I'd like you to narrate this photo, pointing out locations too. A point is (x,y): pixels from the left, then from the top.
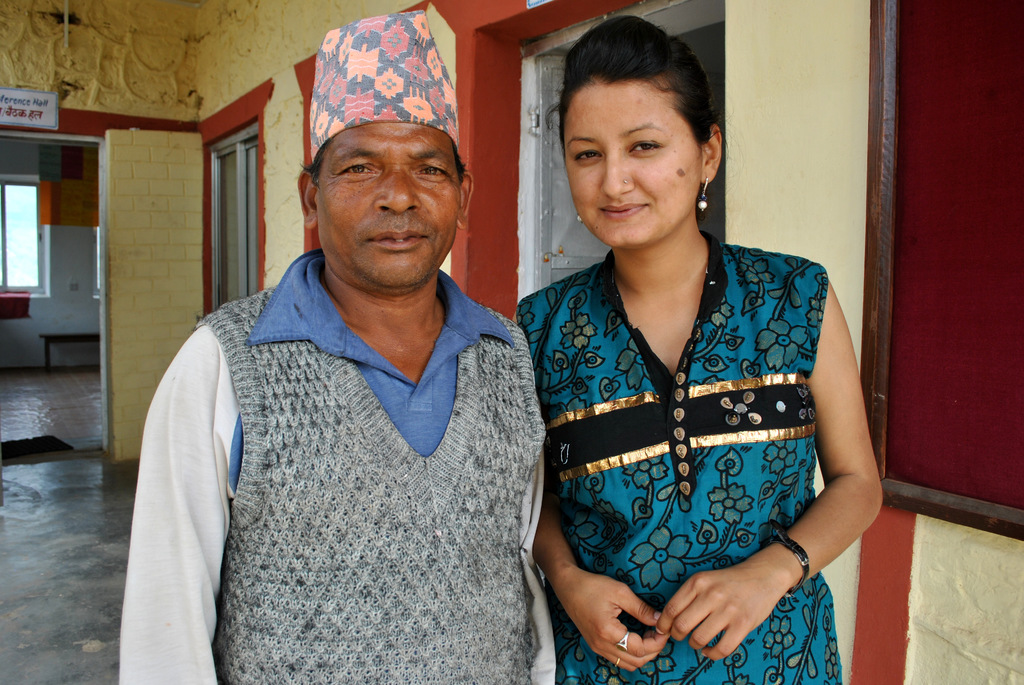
In this image I can see a woman (566,307) and man (491,358) back side of them there is the wall (133,219) and window (10,203) and in front of the wall (71,352) there is a bench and there is a board (895,156) attached to the wall (801,122) on the right side (965,74).
